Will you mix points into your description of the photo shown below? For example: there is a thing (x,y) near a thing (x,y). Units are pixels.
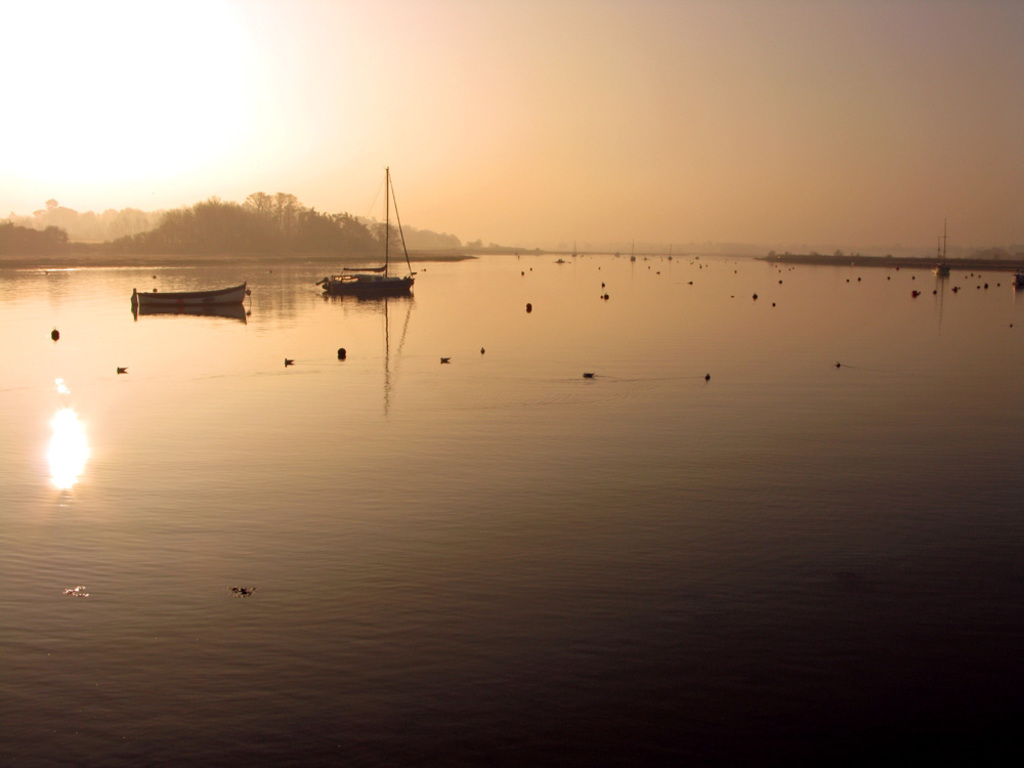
In this image we can see a sea (581,469). There are few water crafts (343,282) and many trees (306,237) in the image. There is a reflection (76,464) of the sun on the water surface (79,429). There are few objects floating on a water (79,429). There is a mast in the image.
